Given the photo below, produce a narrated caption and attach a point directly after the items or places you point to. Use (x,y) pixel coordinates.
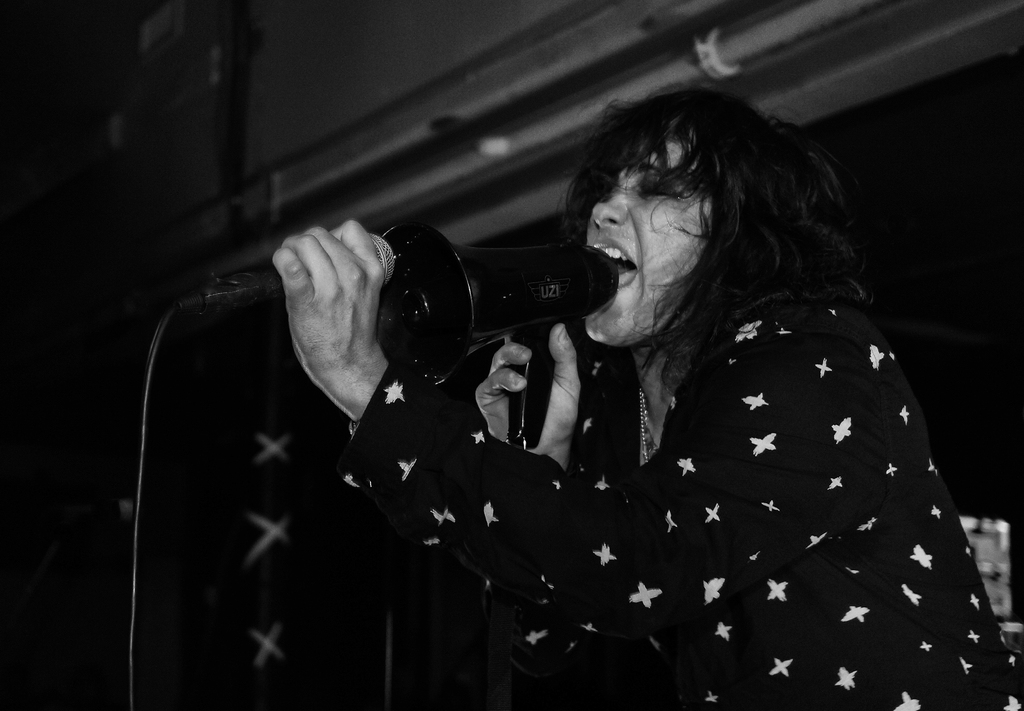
This is a black and white image. I can see a woman (688,557) holding a megaphone (397,348), mike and she is singing. The background (828,86) is blurry.
